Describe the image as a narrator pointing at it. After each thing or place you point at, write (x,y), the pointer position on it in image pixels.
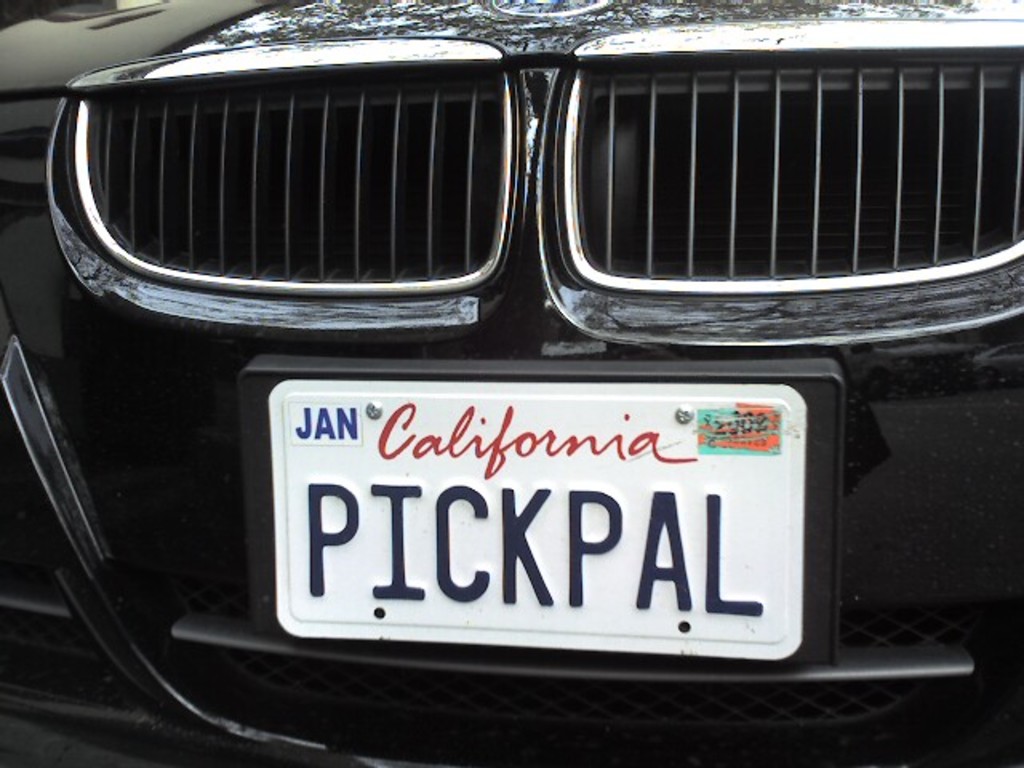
In this image I can see it is the front part (593,326) of car (542,331) in black color and the board (525,539) is in white color.
